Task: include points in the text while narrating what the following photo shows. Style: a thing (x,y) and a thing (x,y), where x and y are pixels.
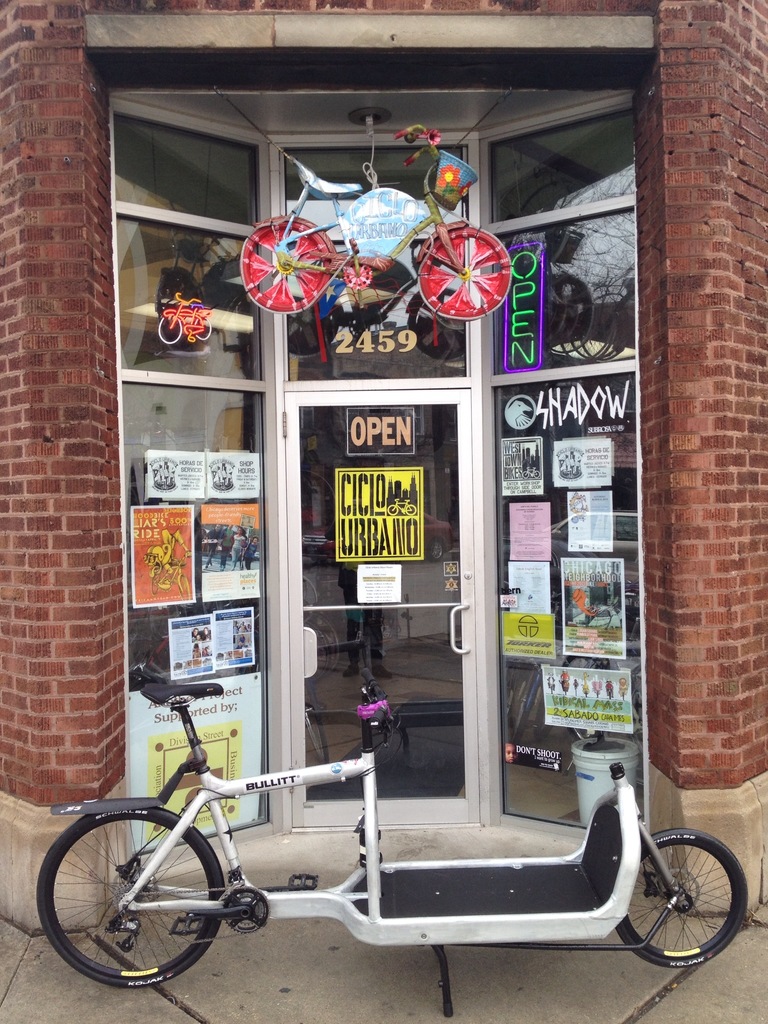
In this image I can see few cycles (434,291), a glass door (388,665) and number of posters (168,535). On these posters (236,647) I can see something is written.
